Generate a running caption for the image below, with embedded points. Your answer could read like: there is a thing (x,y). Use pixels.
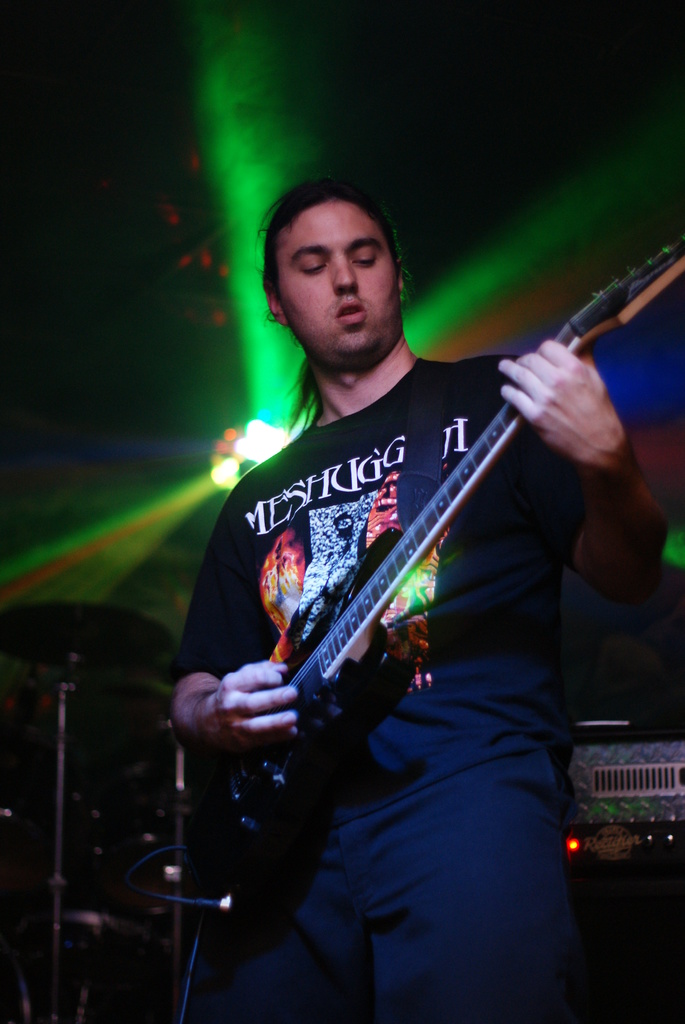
It is a music concert, a man (505,764) wearing black shirt (466,621) is playing the guitar (317,701), in the background (215,428) there are different colors of lights (435,316) and also some music instruments (600,833) are there.
